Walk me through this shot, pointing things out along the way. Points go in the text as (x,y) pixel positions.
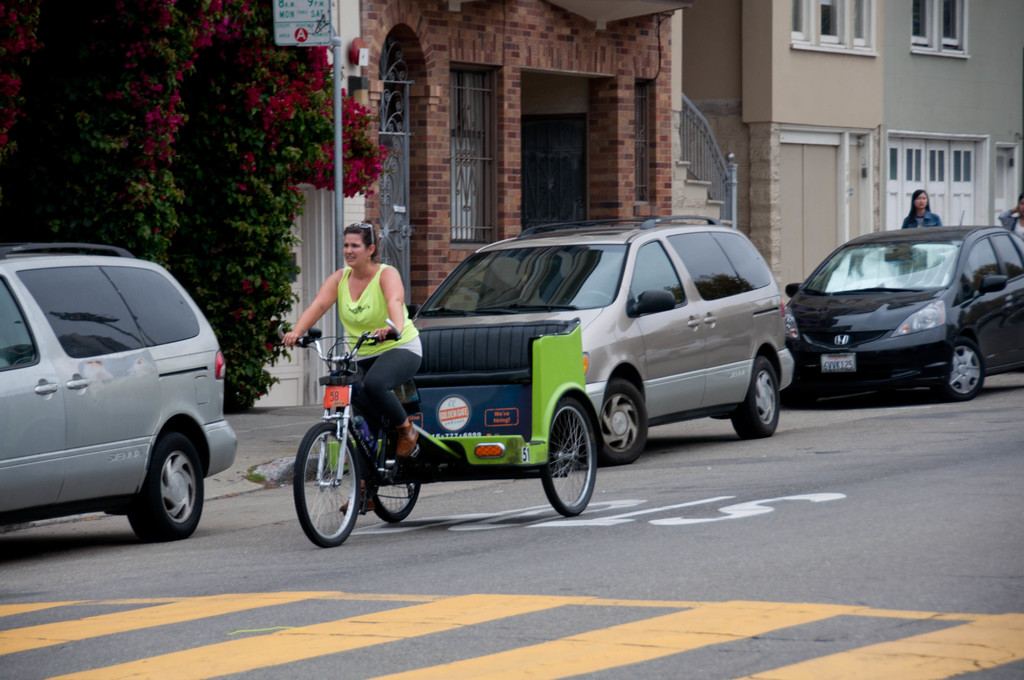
In this image woman (365,367) is cycling on the road (429,491). Behind her there are cars (839,293). At the background (692,202) there are buildings (596,79), trees (239,113).
